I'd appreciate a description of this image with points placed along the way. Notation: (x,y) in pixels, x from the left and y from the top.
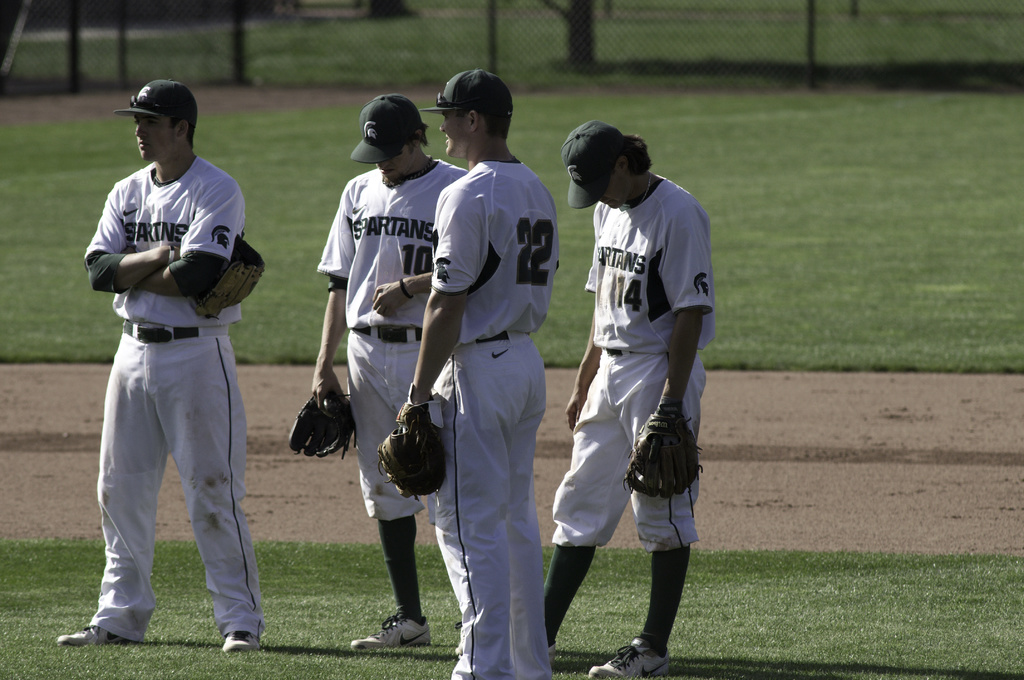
In this image in the front (378,345) there are persons (399,341) standing and holding gloves (402,430) in their hands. In the background (672,96) there is grass (614,108) on the ground (345,58), there is a fence (620,53) and behind the fence (140,40) there are poles (122,28) and there is a tree trunk (585,45) visible.
